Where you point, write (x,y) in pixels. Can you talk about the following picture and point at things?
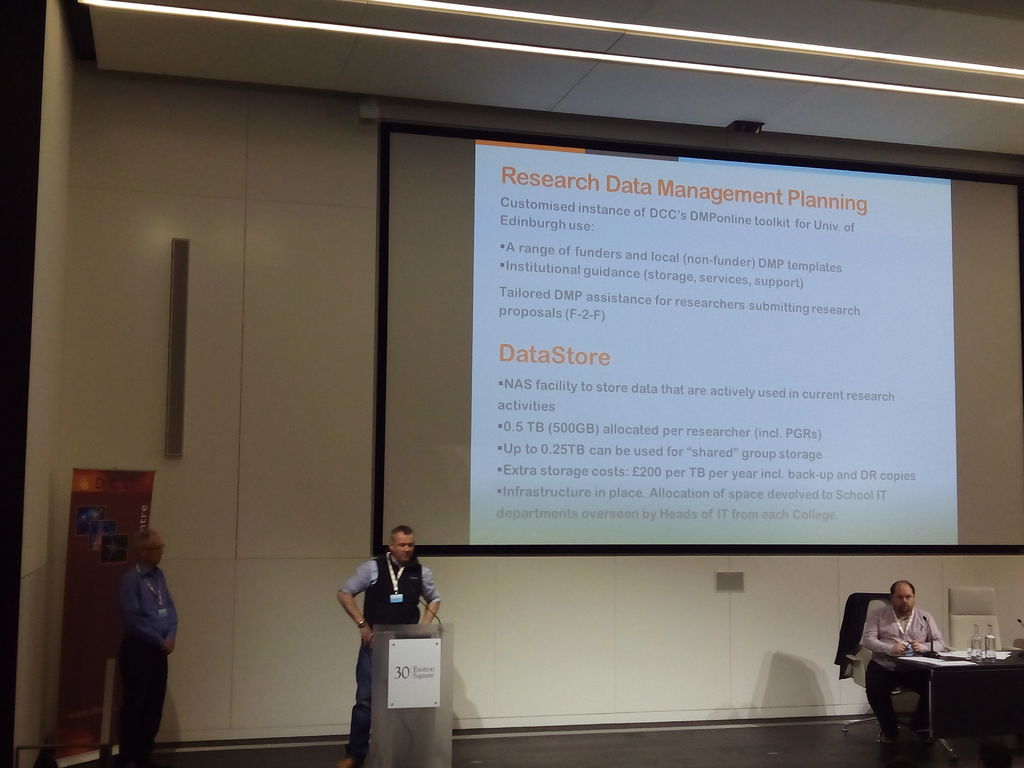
In this image a person (419,584) is standing on the floor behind a podium (412,645) having a mike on it. A person (160,615) wearing a blue shirt (139,639) is standing on the floor (195,755). Right side (940,678) there is a person (882,662) sitting on the chair (862,667) before a table (995,697) having a mike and few bottles (984,658) on it. Beside him there is a chair (985,598). A screen (730,305) is on the wall (363,274). Left side (94,717) there is a banner (104,611).
